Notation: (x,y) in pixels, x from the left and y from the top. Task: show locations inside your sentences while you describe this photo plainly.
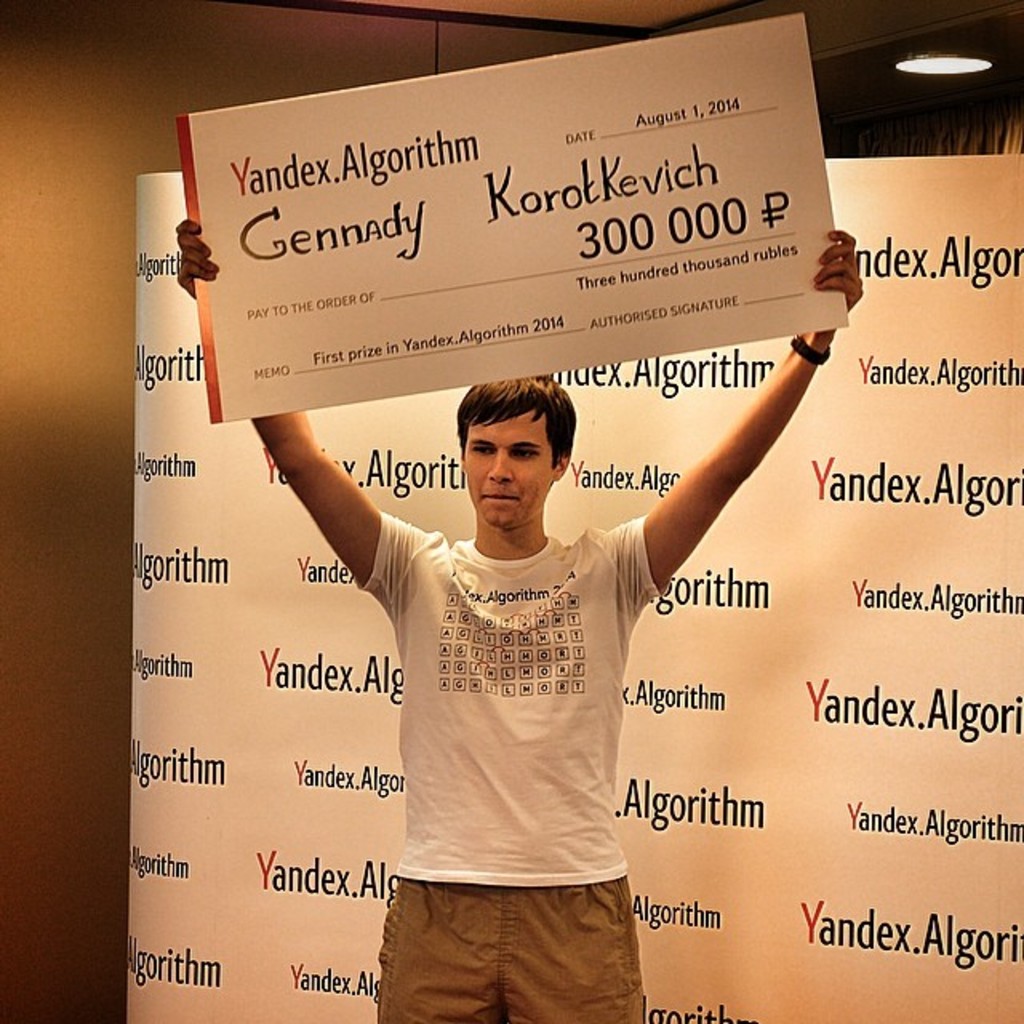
In this picture, we see a man (582,608) in the white T-shirt (566,799) is standing and he is holding a cheque board (498,294) with some text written on it. Behind him, we see a board (923,714) or a banner (923,714) in white color with some text (806,902) written on it. In the background (110,275), we see a brown wall (234,72). In the right top (968,115), we see the curtains (955,117) and a light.
